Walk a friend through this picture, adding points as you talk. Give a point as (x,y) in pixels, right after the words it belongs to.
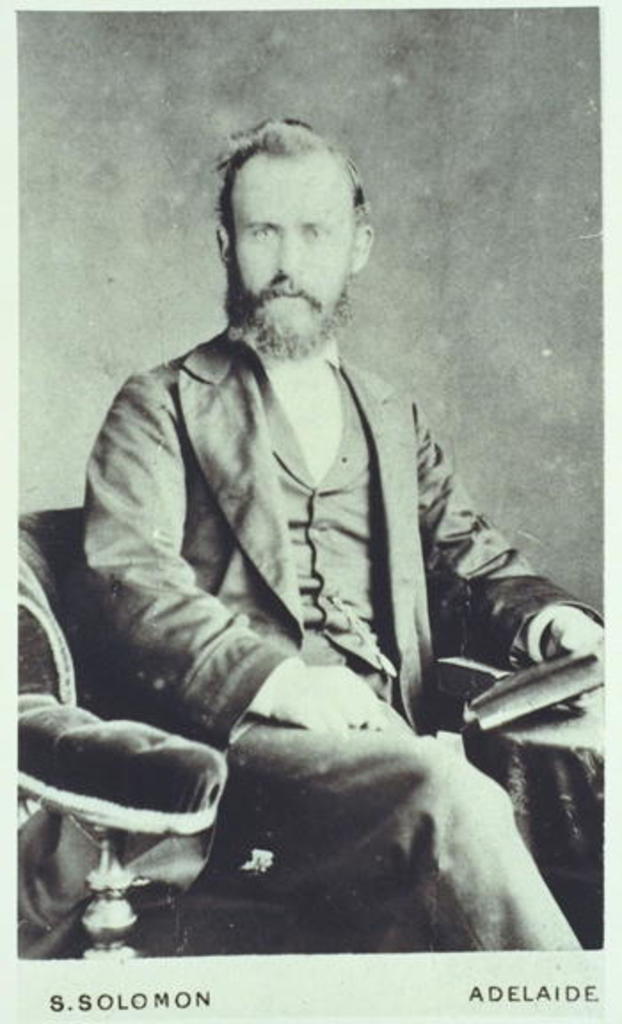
This is a black and white picture. In the middle of the picture (324,552), we see a man (286,546) is sitting on the chair (211,775). He is holding a book (538,679) in his hand (576,645). In front of him, we see a table (513,750). In the background (440,212), it is grey in color. This picture might be taken from the textbook or it might be a photo frame.
